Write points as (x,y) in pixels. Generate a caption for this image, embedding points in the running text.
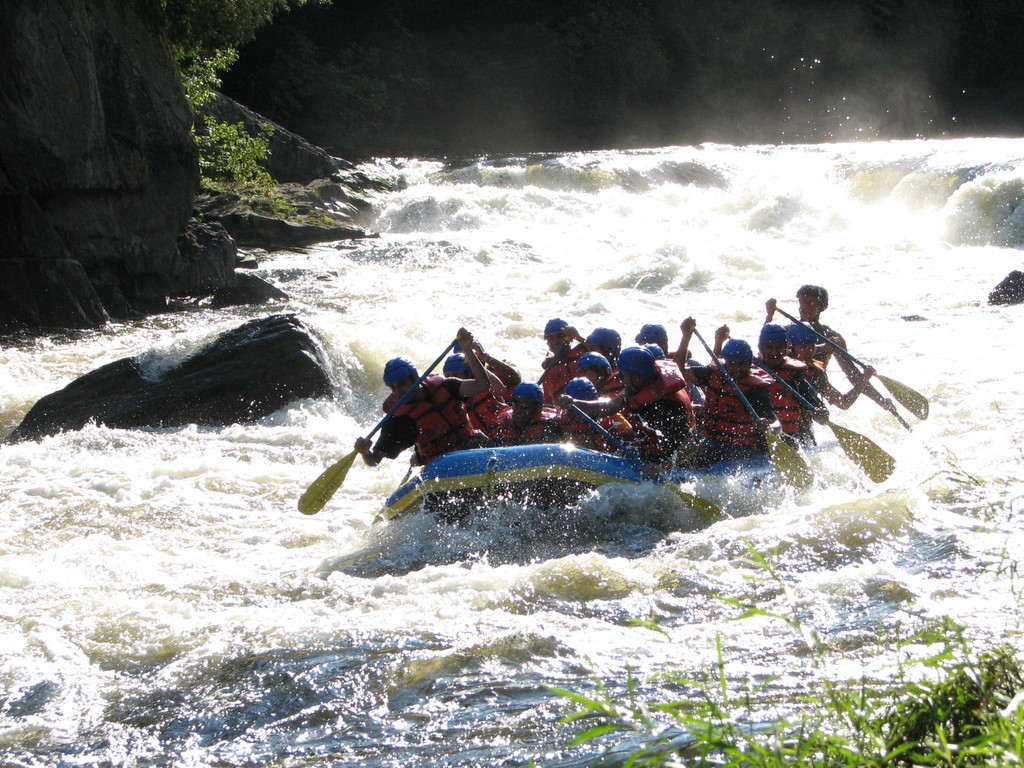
In this image, we can see a few people (647,438) rafting. We can see some water (43,474) with stones (276,341). We can see some grass (993,681). There are a few hills (234,204) and plants (213,95).
